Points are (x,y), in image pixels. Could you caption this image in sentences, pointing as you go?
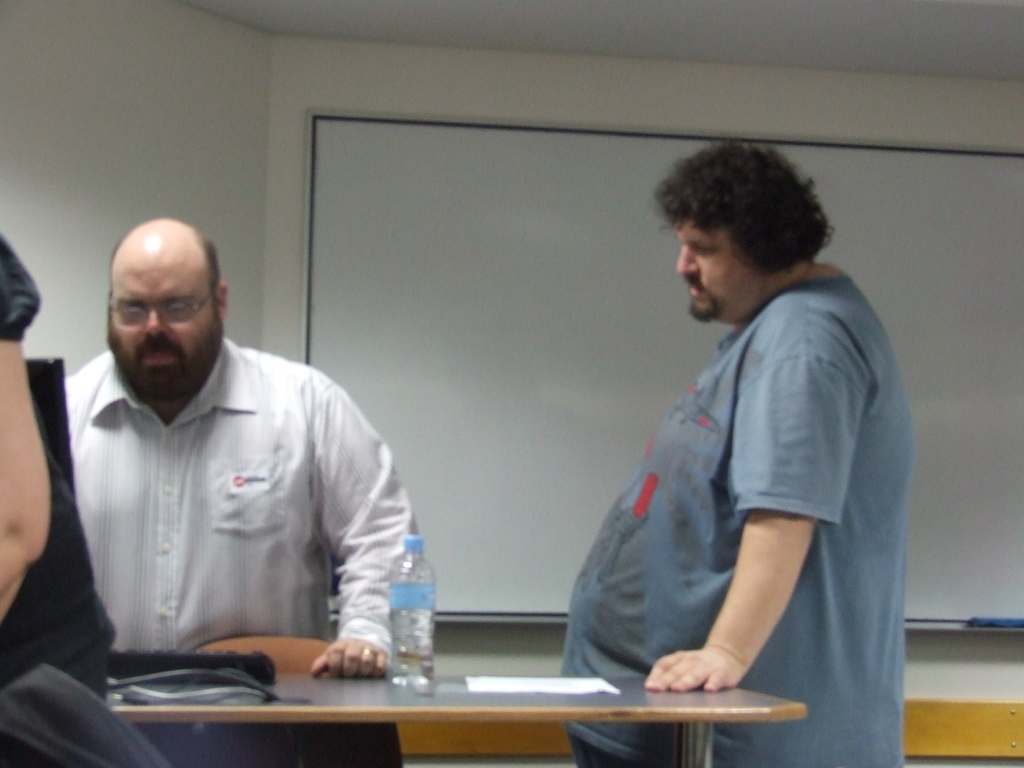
In this picture we can see few people (355,618) in front of them we can see bottle (421,632), paper (478,686) and a key board (126,667) on the table (540,720), behind to them we can see a notice board (512,377).
